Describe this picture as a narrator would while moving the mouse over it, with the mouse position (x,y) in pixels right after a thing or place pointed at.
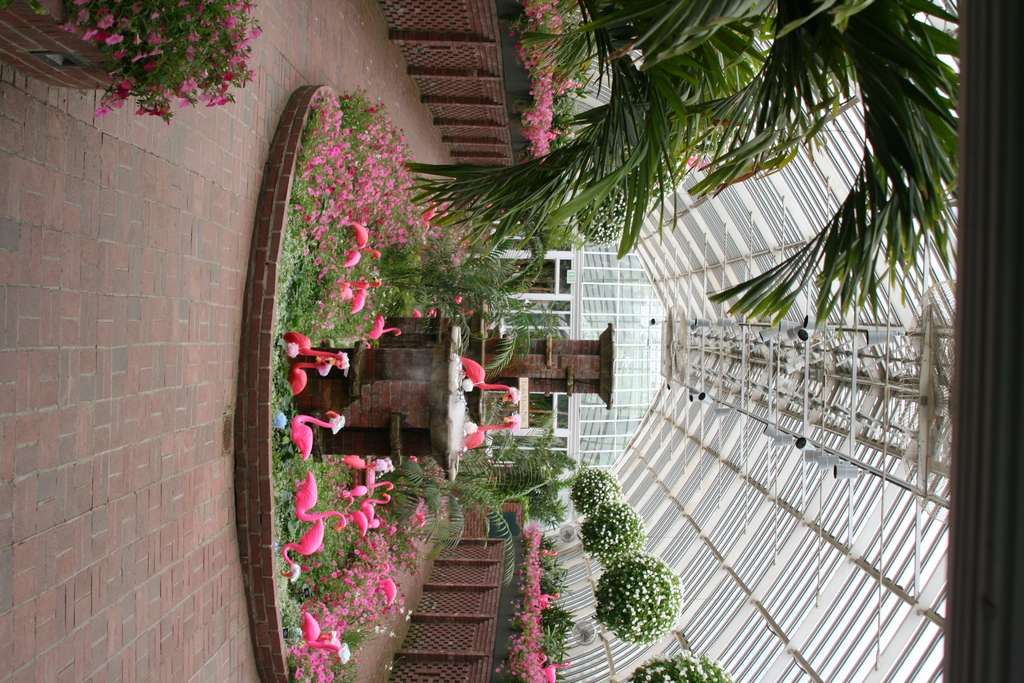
In this image I can see the pink color flowers (318,305) to the plants (373,560). I can see the pink color birds (336,514) to the side of the plants (333,500). To the side I can see few more plants (606,614) with white color flowers (612,626) and these are inside the green house (599,420). I can see two birds (473,443) are on the rock (388,427).
